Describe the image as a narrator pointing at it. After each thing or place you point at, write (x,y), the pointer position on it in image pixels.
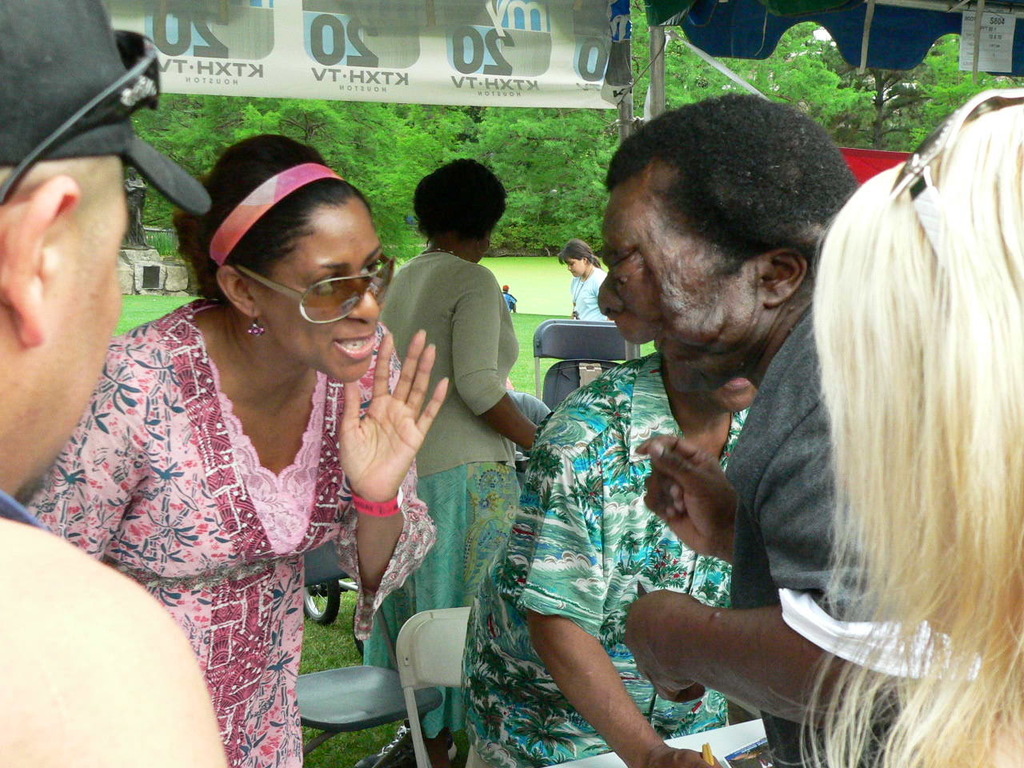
In the picture we can see some people (741,554) are standing and talking and behind them, we can see some chairs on the grass surface (459,765) and in the background (370,190) we can see some trees (425,166).
